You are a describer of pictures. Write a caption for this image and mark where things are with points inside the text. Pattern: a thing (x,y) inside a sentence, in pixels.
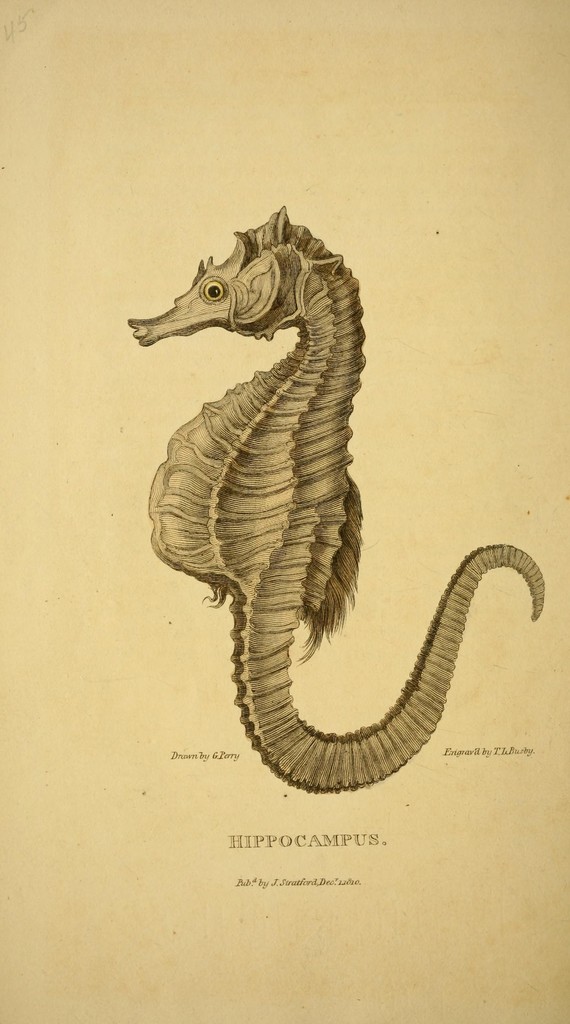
In this image we can see the picture of a seahorse (258,732) with some text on a paper (118,771).
